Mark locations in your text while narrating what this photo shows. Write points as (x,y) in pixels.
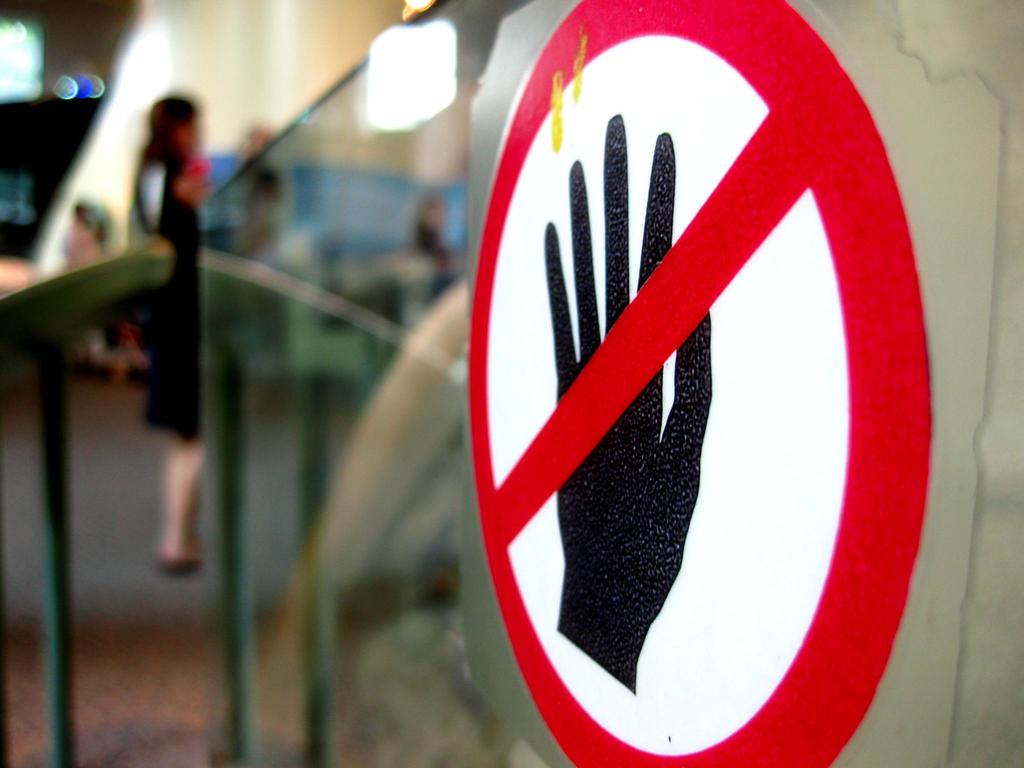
In this image in the center (644,416) there is a sign board (618,330). In the background (186,257) there is a woman (184,287) standing and there is a glass (344,371) in the center (380,446).
